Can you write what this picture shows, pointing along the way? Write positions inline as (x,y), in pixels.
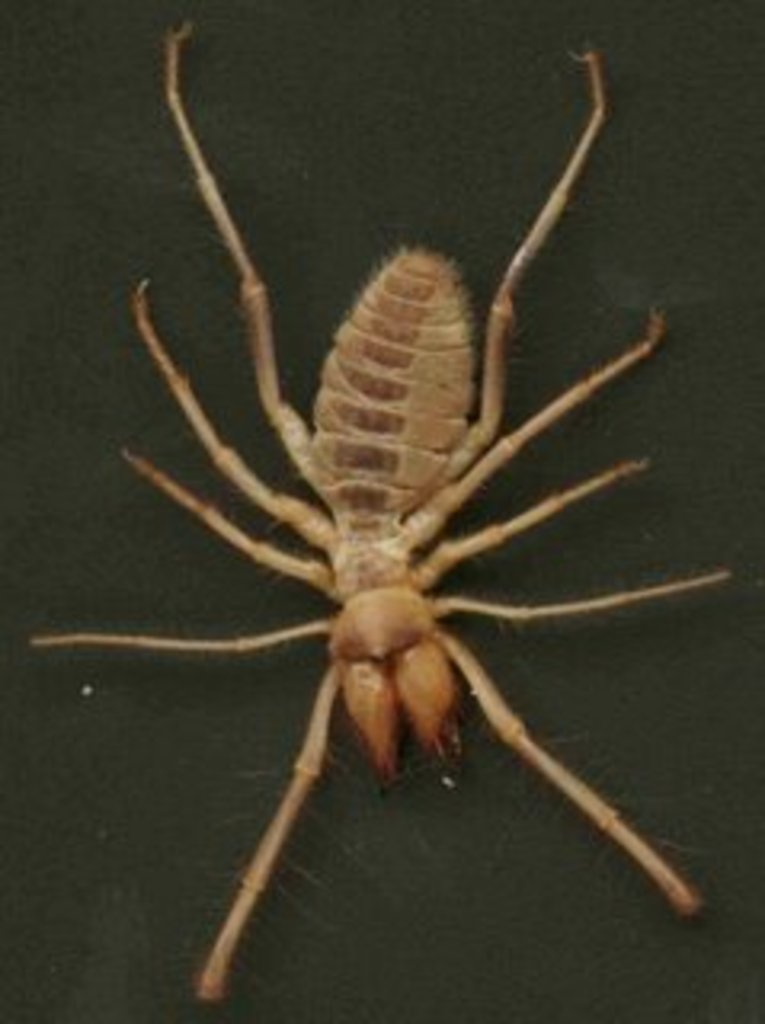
This picture shows a sun spider (598,116) and we see a black color background (108,134).
